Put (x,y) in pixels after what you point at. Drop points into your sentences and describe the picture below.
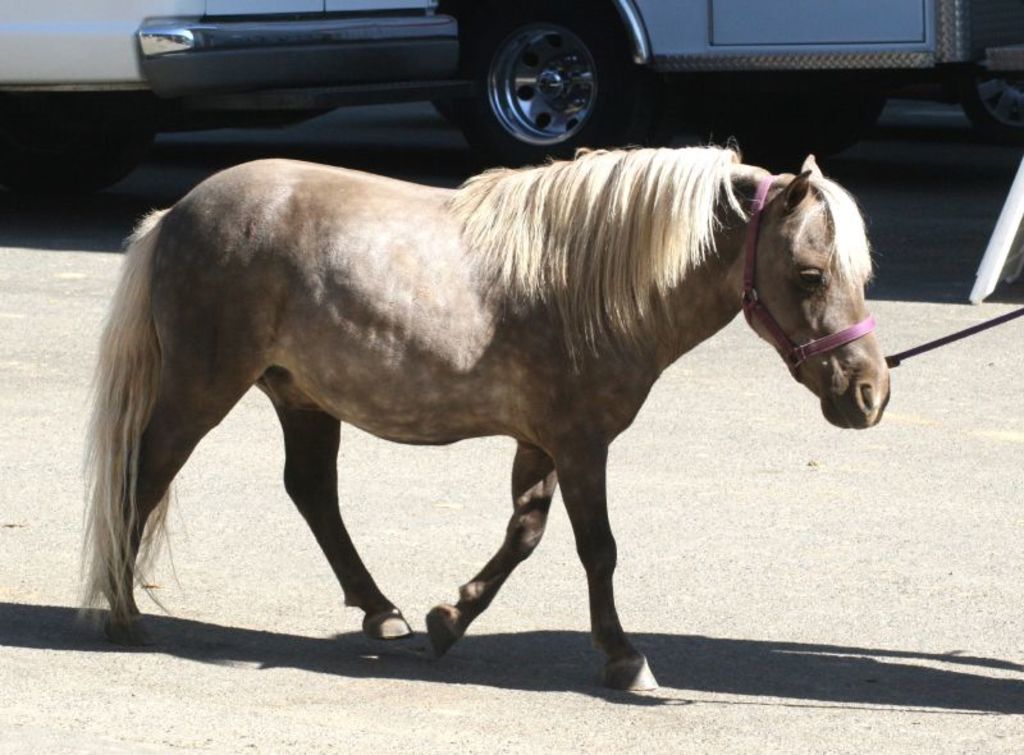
In this picture I can see an animal (540,321) and vehicles (514,25) on the road (915,337).
